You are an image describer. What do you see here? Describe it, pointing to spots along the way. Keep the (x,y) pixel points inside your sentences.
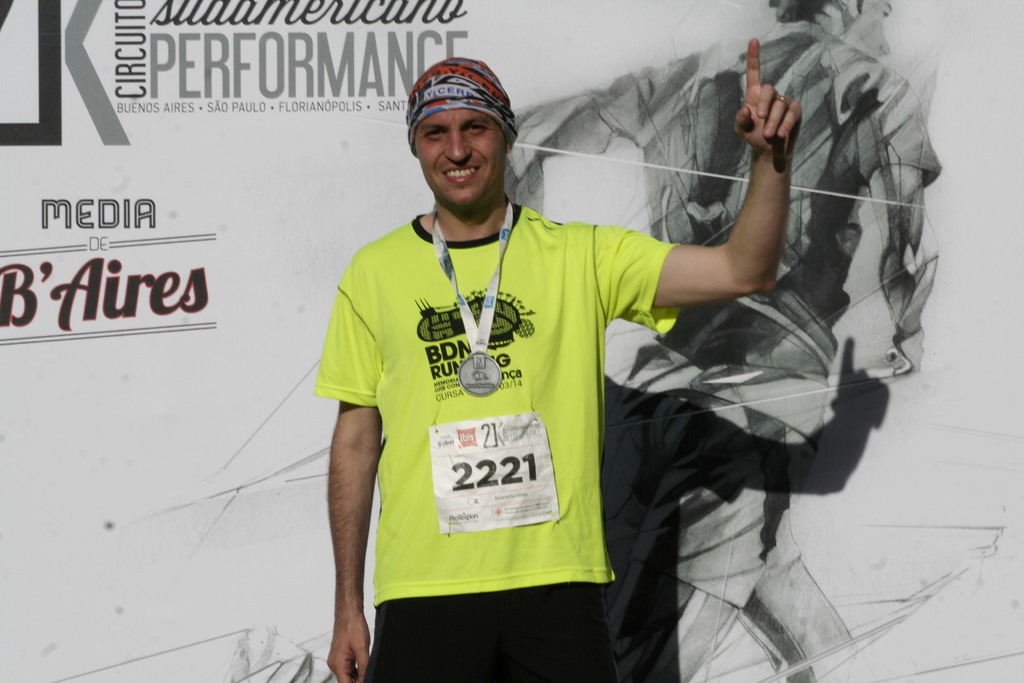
In this picture there is a person (495,377) wearing light green color dress (534,409) is standing and there is a banner (689,207) behind him.
